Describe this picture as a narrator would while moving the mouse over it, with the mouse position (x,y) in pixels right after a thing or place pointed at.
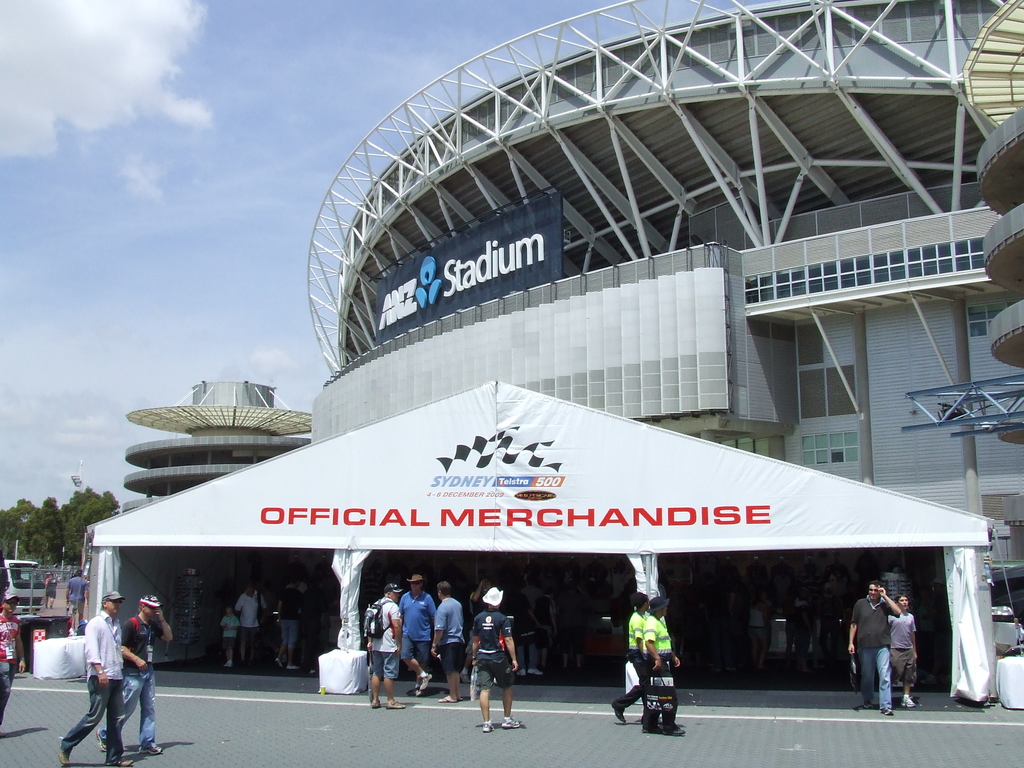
Here we can see group of people (106,657) and there is a stadium (741,398). Here we can see trees (21,544), boards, and poles (980,590). In the background (151,322) there is sky (267,91) with clouds (87,380).
